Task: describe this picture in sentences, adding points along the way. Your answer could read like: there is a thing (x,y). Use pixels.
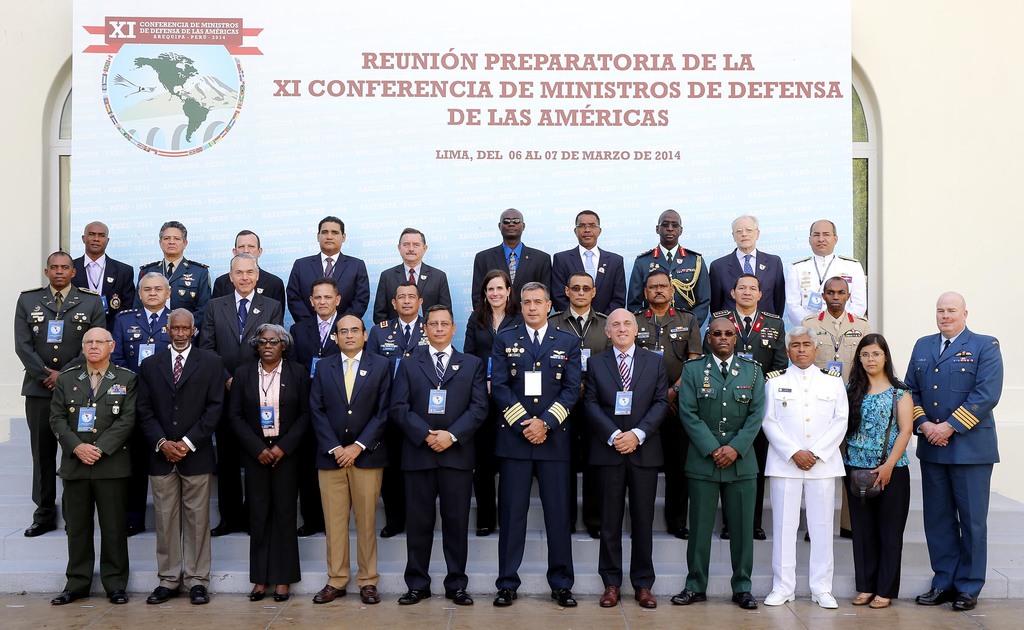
In this image we can see people (581,405) standing. In the background (564,225) there is a board (575,170) and we can see a wall (938,32). At the bottom (32,558) there are stairs (16,497) and a floor (429,616).
